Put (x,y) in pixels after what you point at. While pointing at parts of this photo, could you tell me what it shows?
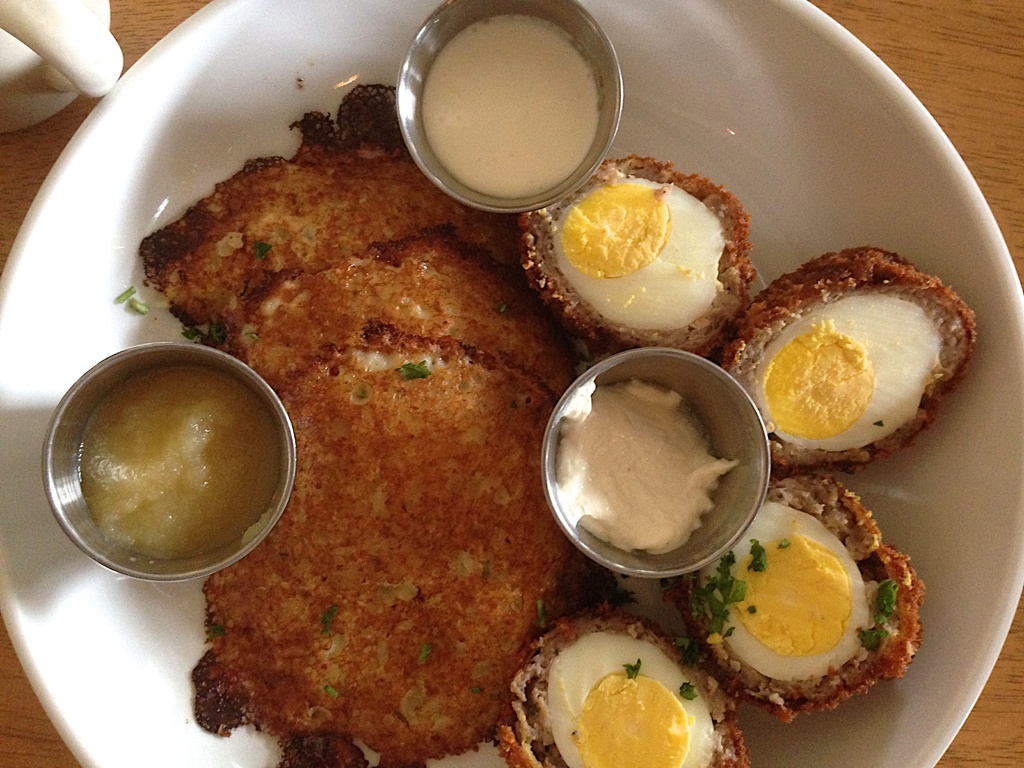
In this image there is a food item (555,391) and some bowls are placed on a plate (791,79), which is on the table (915,28) and there is a cup (76,33).
